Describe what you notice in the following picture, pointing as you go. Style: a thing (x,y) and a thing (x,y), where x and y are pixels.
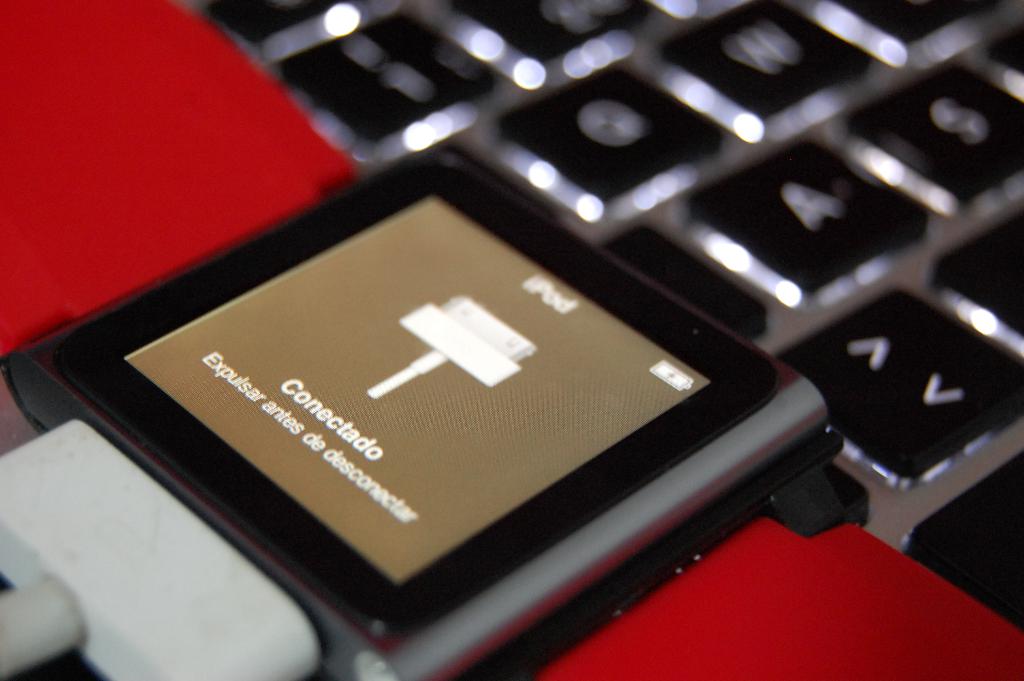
In this image there is one white colored charger (127,585) is connected to ipod (345,374) at bottom of this image (298,473) and there is one keyboard (642,201) at top of this image (701,153).
